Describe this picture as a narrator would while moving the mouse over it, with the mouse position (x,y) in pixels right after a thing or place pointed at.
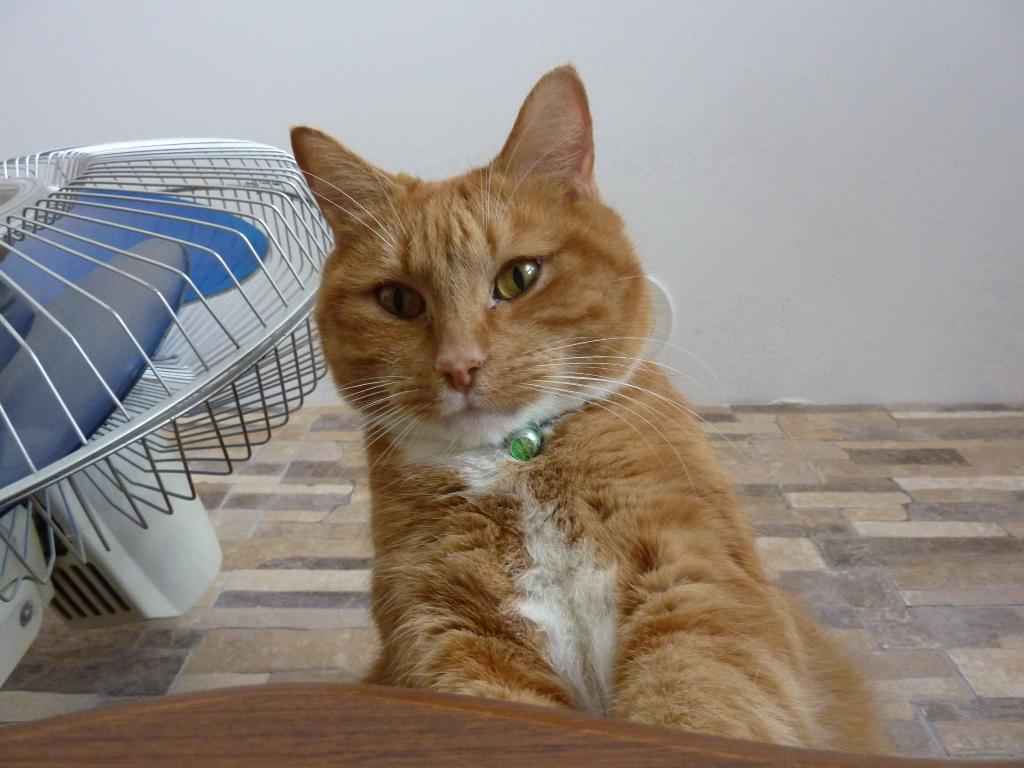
In this image I can see a cat (564,601) which is cream and brown in color and I can see an object (528,438) in its neck (469,455). I can see a brown colored wooden surface (305,710), a table fan (158,373) which is blue and white in color, the floor (982,565) and the white colored wall (885,221) in the background (533,83).
